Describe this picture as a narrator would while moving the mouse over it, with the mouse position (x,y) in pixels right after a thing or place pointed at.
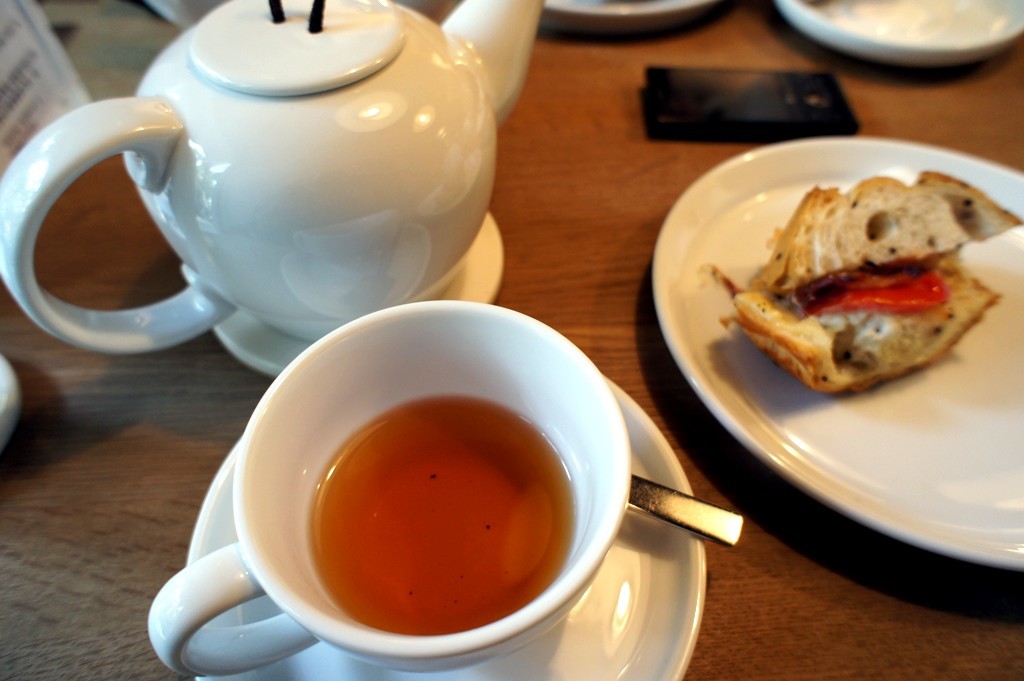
In this image I can see white colour plates (774,216), cream colour food (788,280), a black colour phone (831,111), white colour kettle (307,164) and a white colour cup (372,369). In this cup (265,500) I can see brown colour liquid (477,525). I can also see a spoon (689,510) over here.
